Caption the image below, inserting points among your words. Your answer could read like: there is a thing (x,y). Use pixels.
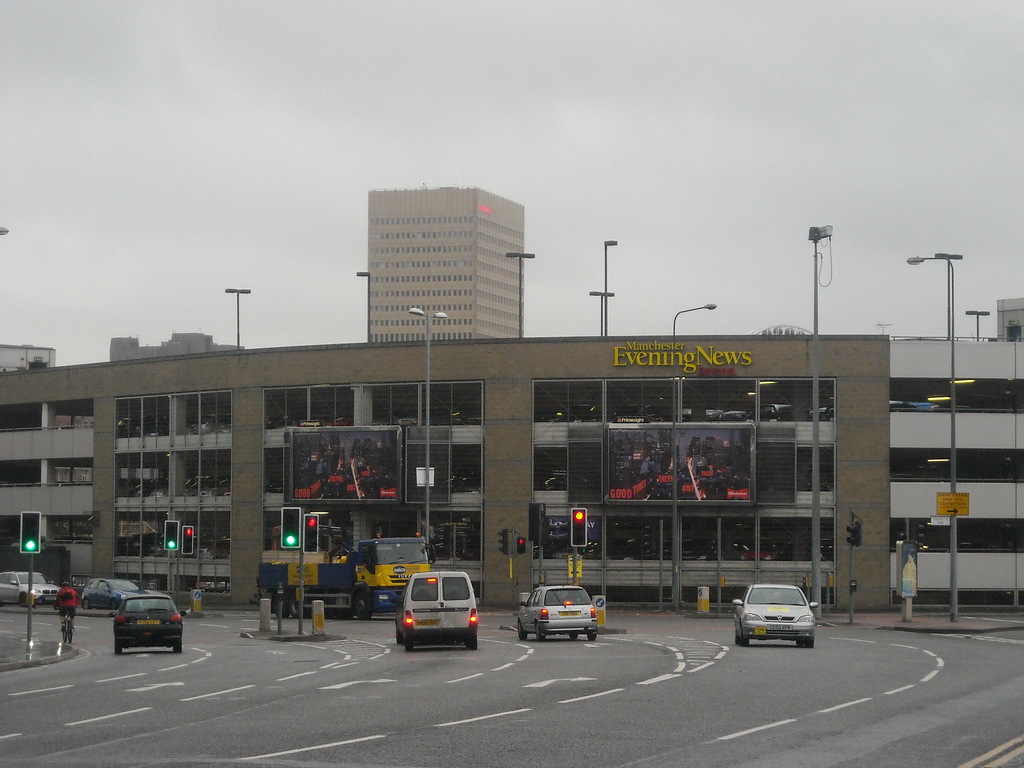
In the center of the image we can see a few vehicles (419,643) on the road (353,631). And we can see one person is riding a cycle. In the background (450,345), we can see the sky (734,133), buildings (1023,442), poles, traffic signals (313,527) and a few other objects (389,496).
